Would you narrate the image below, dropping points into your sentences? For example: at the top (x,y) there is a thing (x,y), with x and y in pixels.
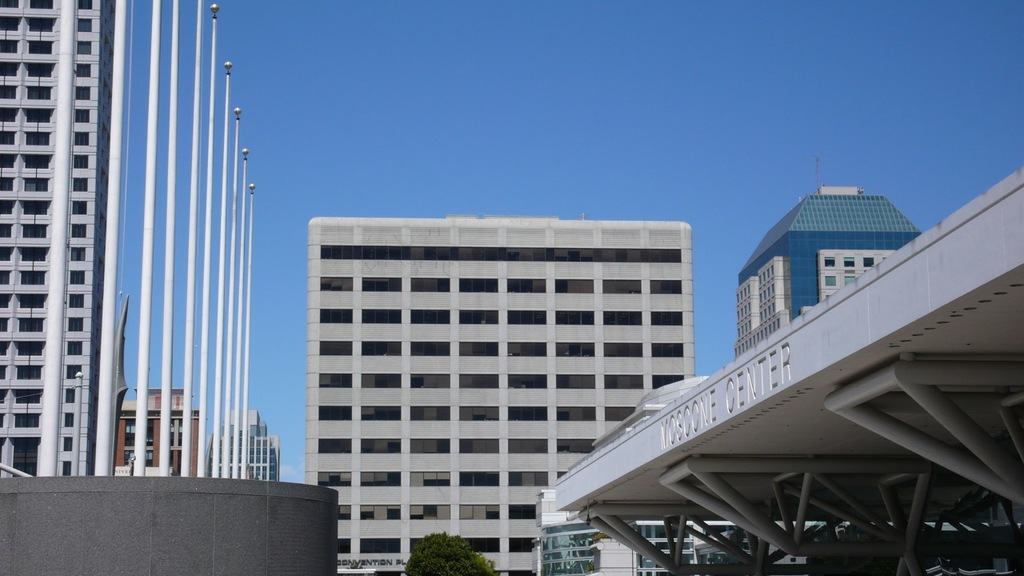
In this image I can see tree (456,557) in the center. There are white poles (240,323) on the left (219,332) and many buildings (502,562). There is sky (711,82) at the top (765,105).
